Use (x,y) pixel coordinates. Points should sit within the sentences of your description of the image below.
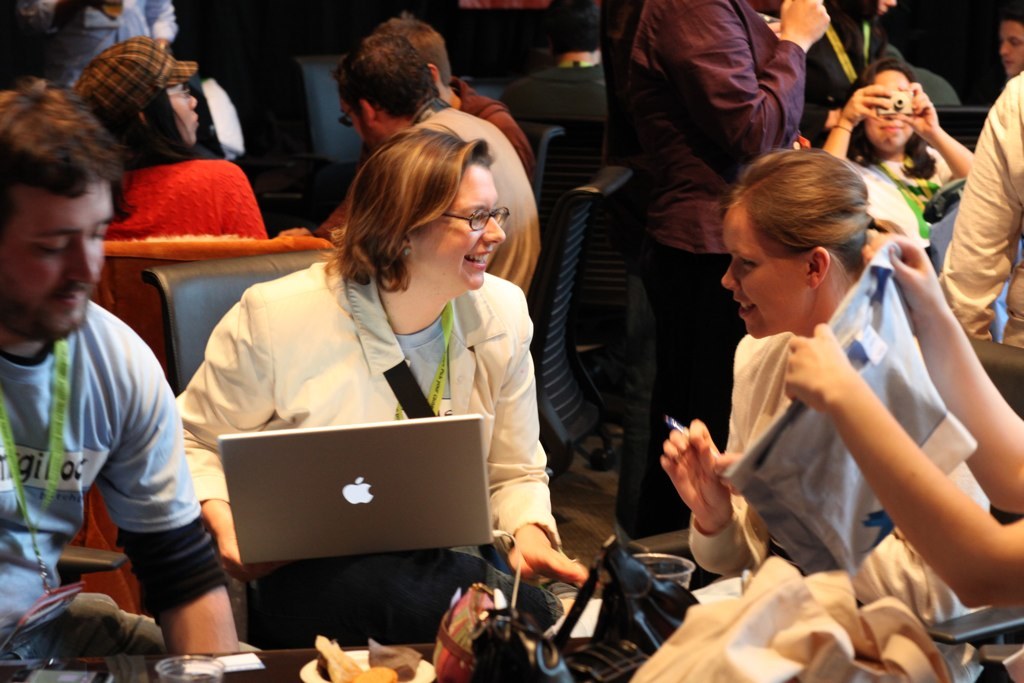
In this image there are some persons (435,347) wearing identity card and sitting and few (152,27) are standing. Some of the persons (136,21) are holding a cloth (910,400), a camera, a laptop (426,484) in this image. Image also consists of a glass (211,666), paper (246,658), food items (381,675) in the plate (421,666), bags (562,650) on the table (271,664). Chairs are also visible in this image.
